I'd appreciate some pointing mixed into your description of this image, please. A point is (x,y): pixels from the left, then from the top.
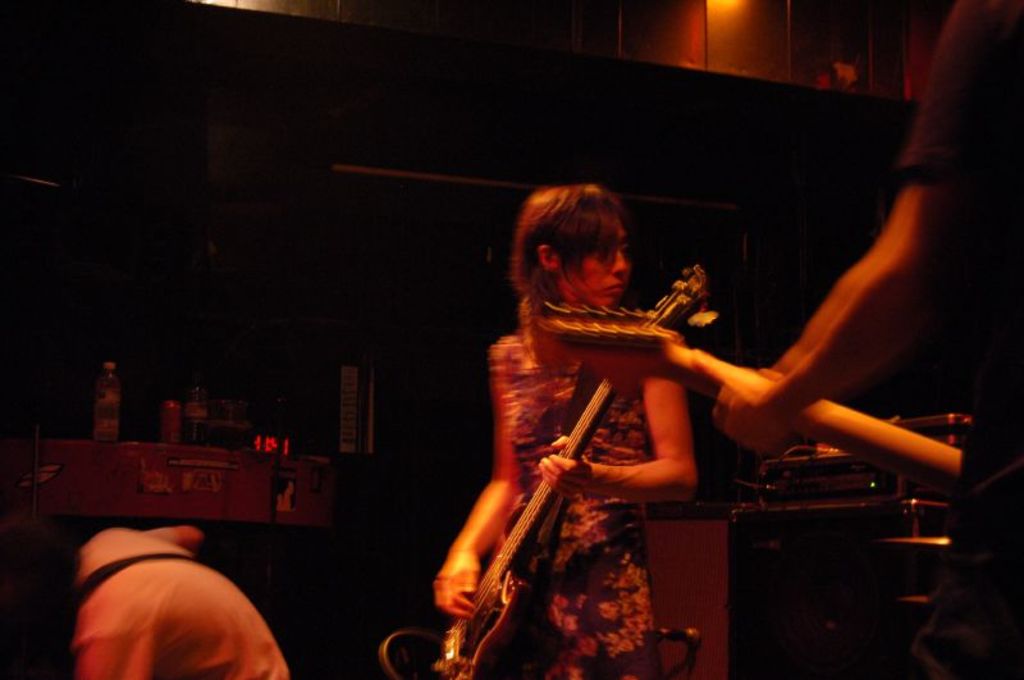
In the image we can see there are people (875,300) wearing clothes (224,599) and two of them are holding a guitar (599,403) in their hand (546,476). This is a bottle (104,427), light (736,2) and the musical instruments (889,515).
